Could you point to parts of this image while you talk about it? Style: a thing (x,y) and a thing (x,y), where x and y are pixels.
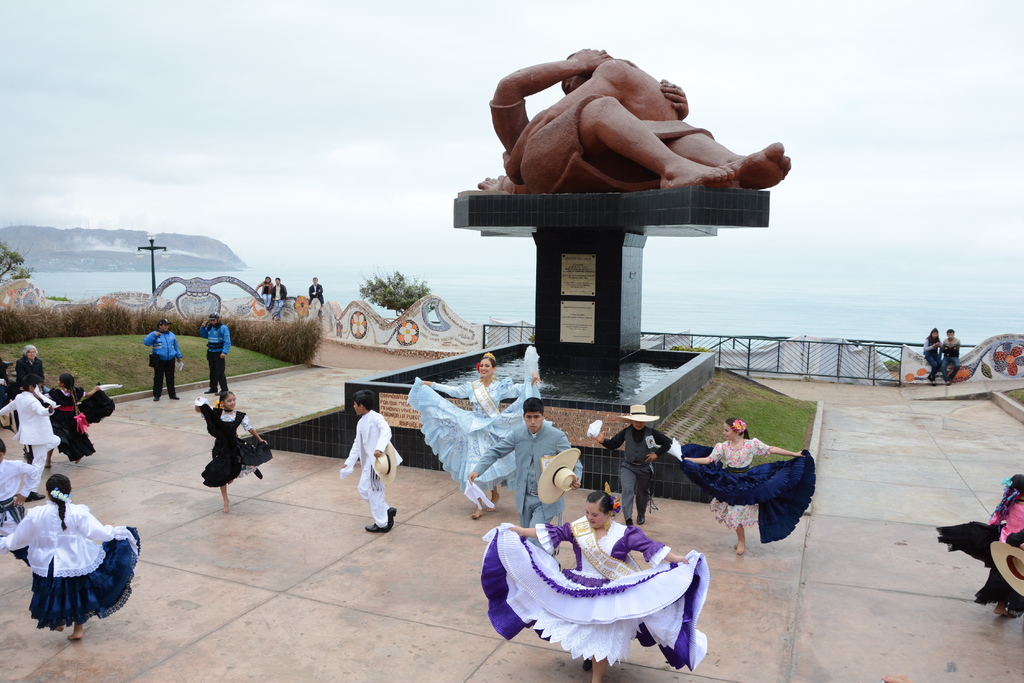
On the left side of the image (88,609) we can see some people (49,533) are dancing, two persons (216,373) are wearing uniform (218,357) and standing there, some people (281,294) are sitting on the wall (297,307) and some water body (93,287) and mountains (93,249) are there on the top left side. In the middle of the image (626,379) we can see a statue (553,157), some water body (617,370), grass (778,419) and some persons (765,455) are dancing. On the right side of the image (940,368) we can see two persons (937,355) are sitting on the wall (910,367) and one person (1014,591) is dancing.
